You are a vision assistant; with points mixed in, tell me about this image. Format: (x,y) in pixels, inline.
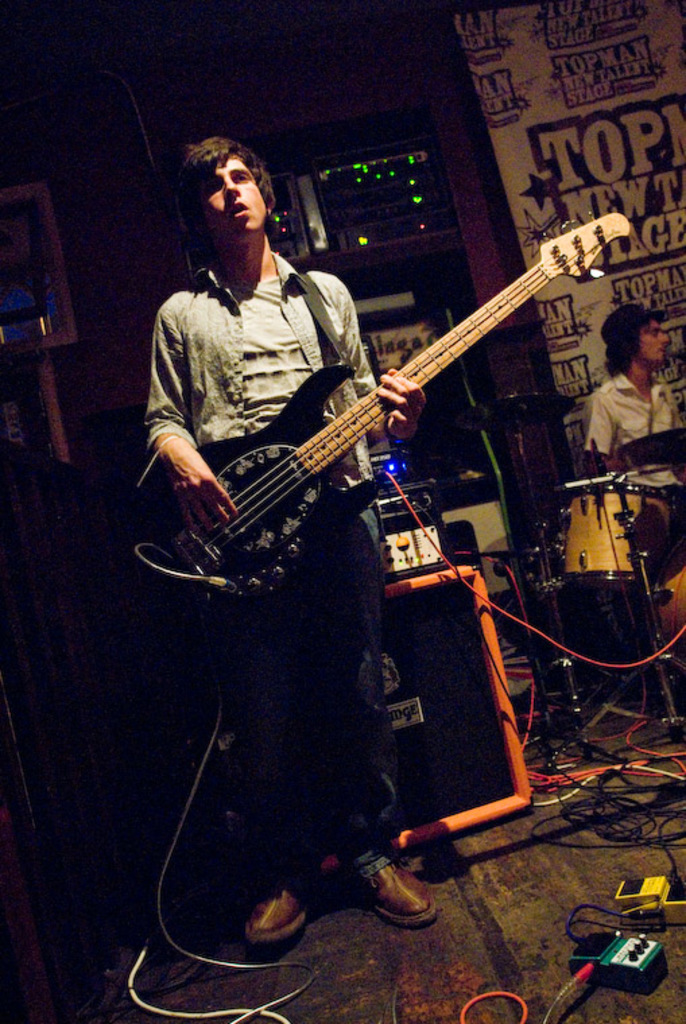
In the image we can see there is a person (315,590) who is standing and holding guitar (191,532) in his hand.
